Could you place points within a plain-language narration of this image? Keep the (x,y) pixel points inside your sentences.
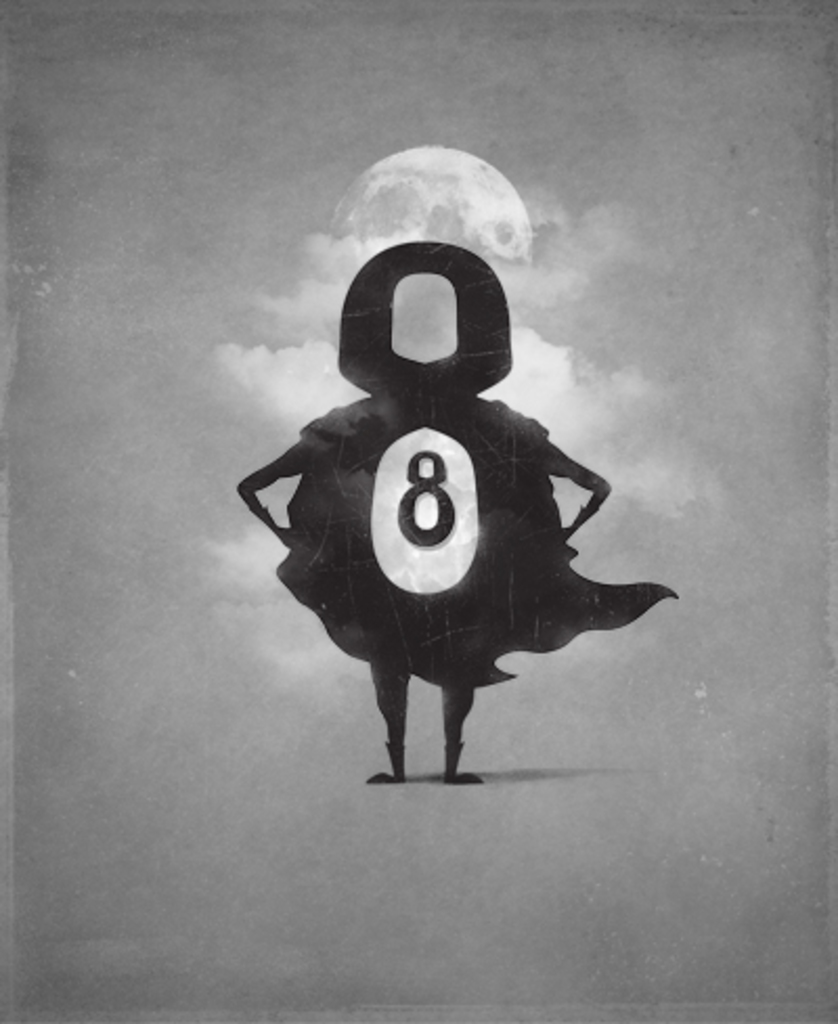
This is the black and white image and in the middle of the image (331,553) we can see the cartoon image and in the background (462,75), it looks like the sky (700,347).
